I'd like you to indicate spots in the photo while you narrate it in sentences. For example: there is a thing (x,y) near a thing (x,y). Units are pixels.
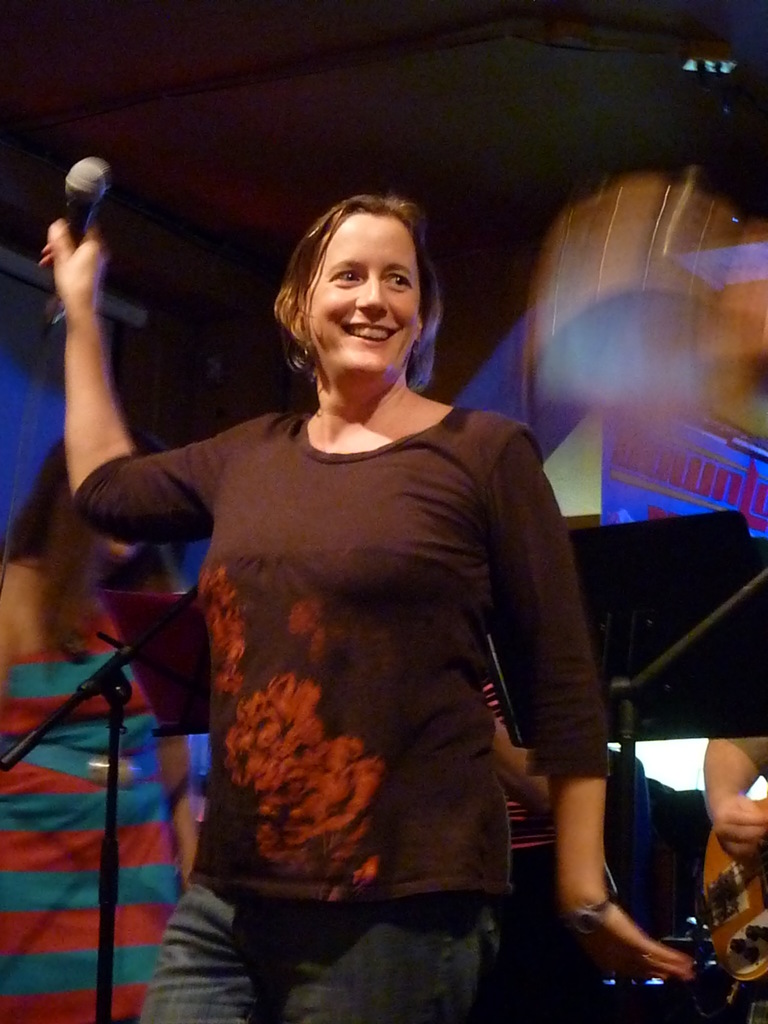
In this picture there is a woman (400,506) standing, she is holding a microphone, she is smiling. On the right (737,840) there is a person (730,827) playing guitar (732,893). On the left (96,787) there is a woman (140,769) standing. Background (220,128) it is dark.
